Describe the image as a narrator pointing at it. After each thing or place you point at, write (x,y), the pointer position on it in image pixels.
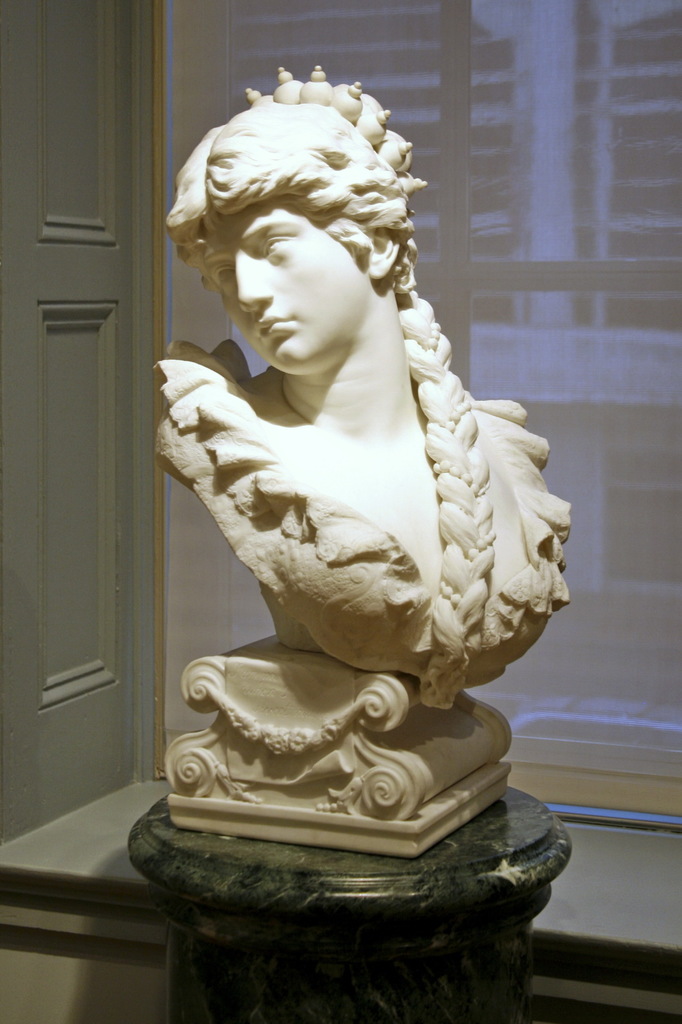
In this picture I can see there is a statue (476,766) here kept on the table (286,954) and in there is a door (64,385) and a window (479,256) with a curtain (479,210).
